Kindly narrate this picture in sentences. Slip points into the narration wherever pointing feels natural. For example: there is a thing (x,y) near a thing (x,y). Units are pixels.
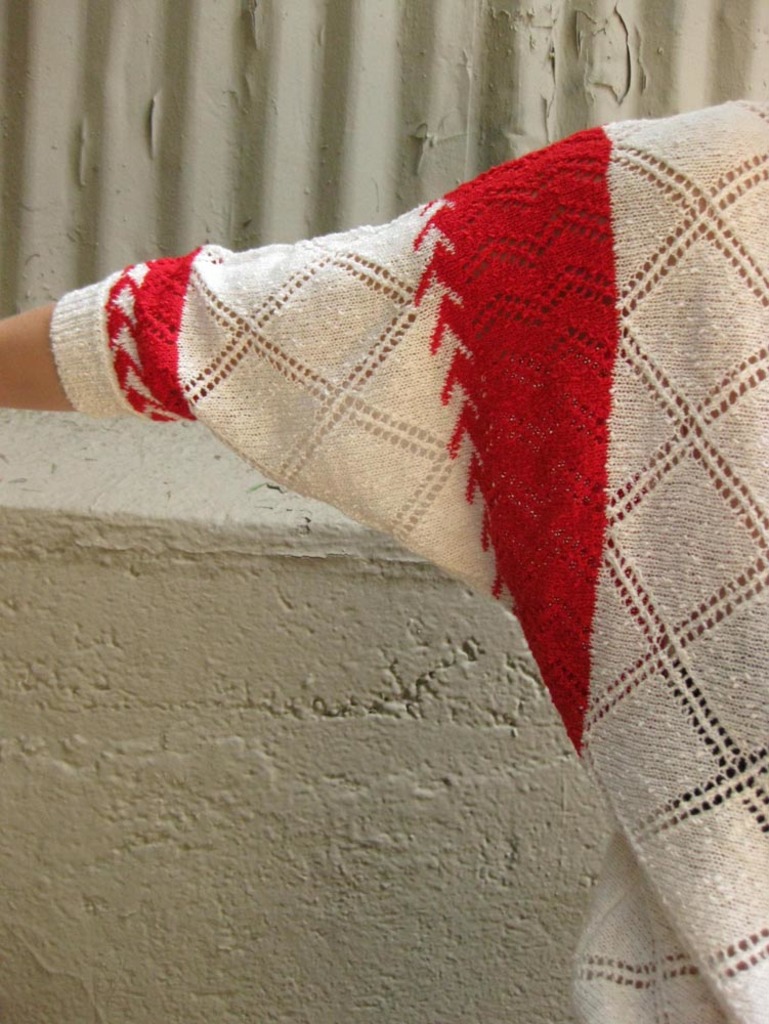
In this image I can see at the bottom (391,834) there is the wall (198,716), in the middle (396,354) it looks like a human hand (271,442), this person (271,442) is wearing the sweater (401,368).
